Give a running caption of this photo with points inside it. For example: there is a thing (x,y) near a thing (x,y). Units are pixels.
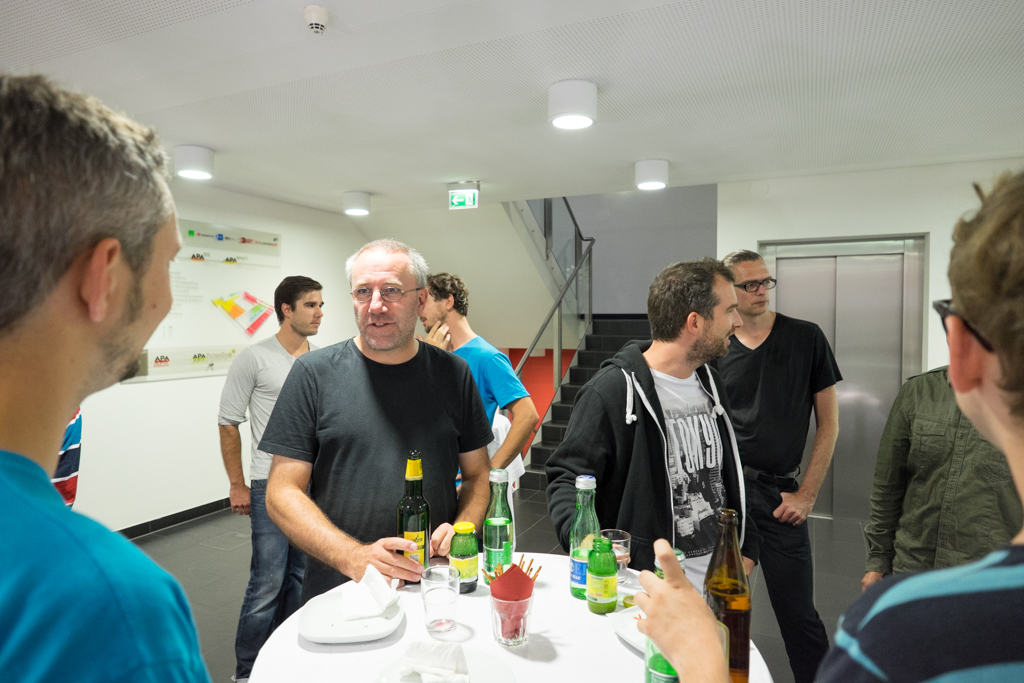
In this picture we can see persons (663,392) standing and talking in front of them there is table (332,666) and on table (515,659) we can see glass (452,583), bottle (495,523), tissue paper (357,584), plate (365,617), stand (512,611) and in the background (328,235) we can see wall (306,253), light (358,194), sign board (473,198), fence (567,331), lift door (801,288).
